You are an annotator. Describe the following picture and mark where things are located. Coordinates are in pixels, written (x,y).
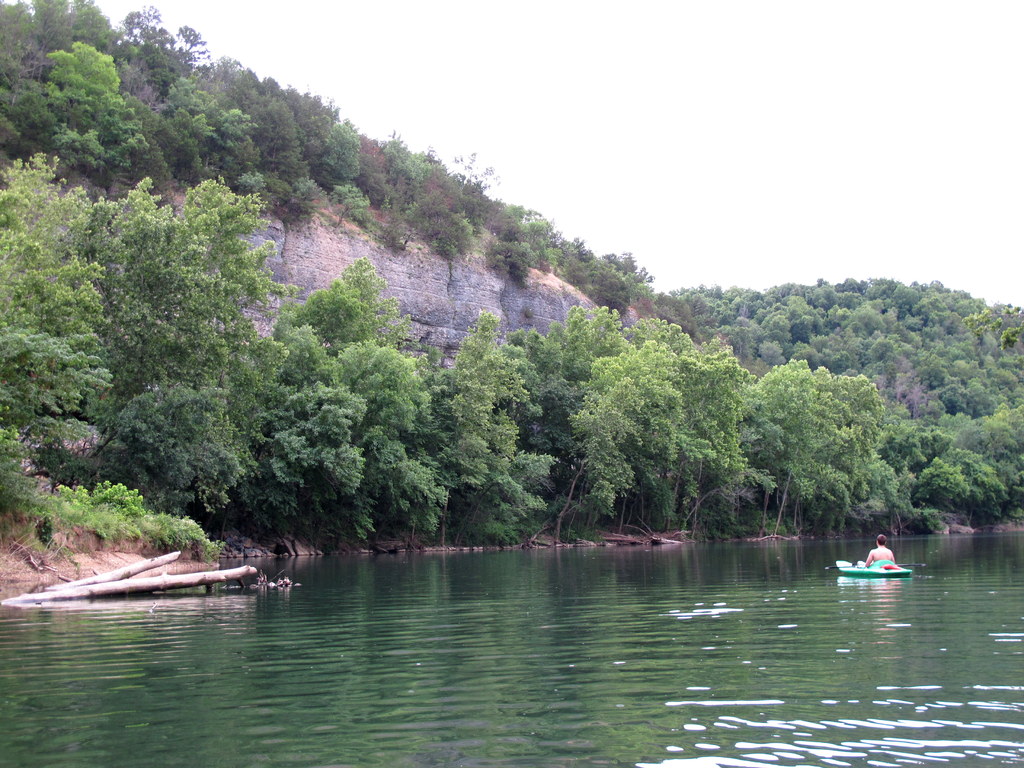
In the picture I can see a person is sitting on the boat (881,575) and sailing on the water (334,642). In the background (458,502) I can see trees (189,506), the sky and some other things (113,573).
